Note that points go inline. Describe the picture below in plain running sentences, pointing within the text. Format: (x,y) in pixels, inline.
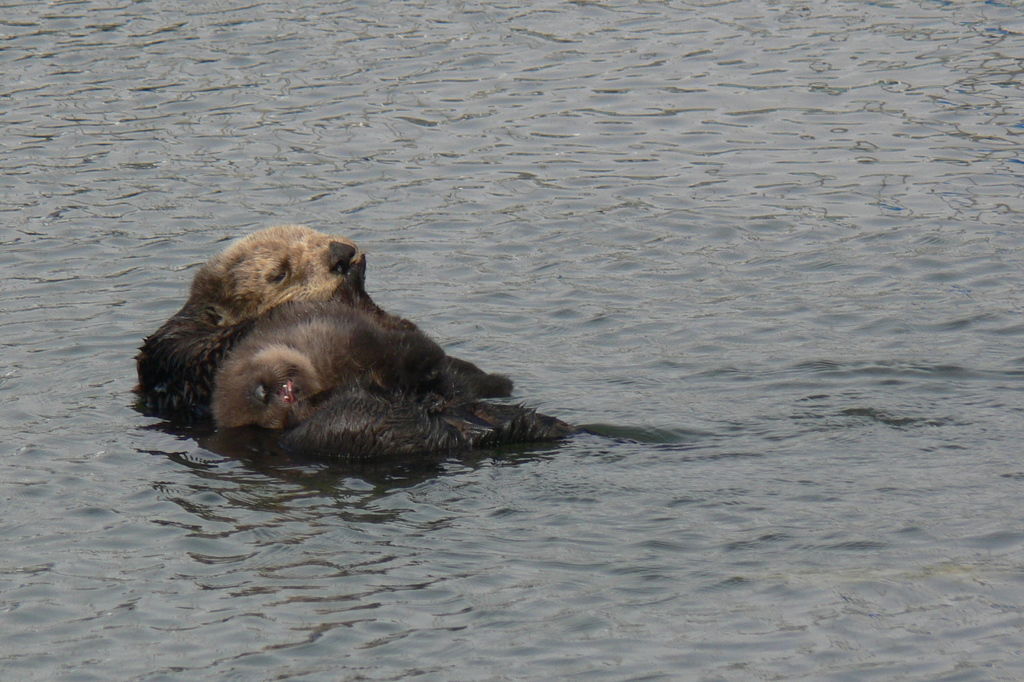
In this image we can see the animal (272,291) in the water (534,283).
